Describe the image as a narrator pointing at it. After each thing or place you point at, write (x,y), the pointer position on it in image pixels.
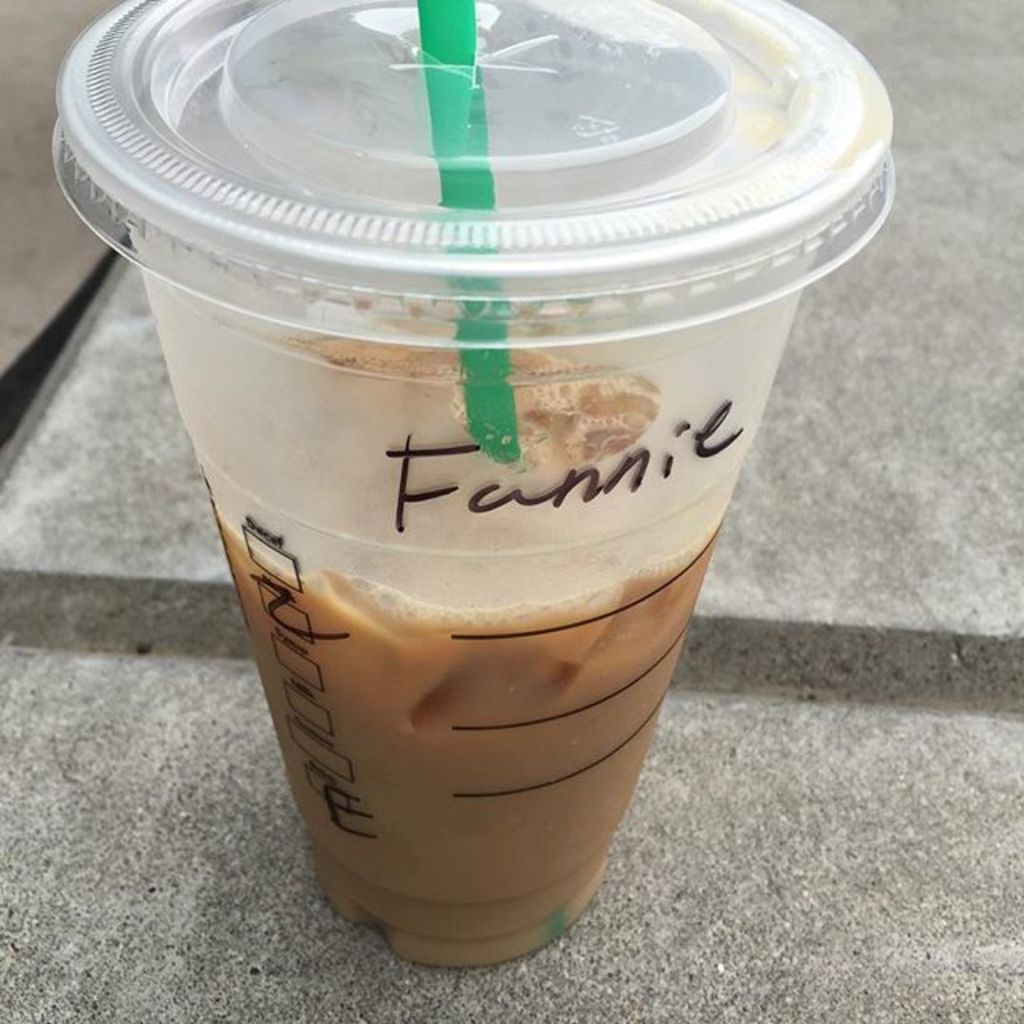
In this picture we can see a glass of drink (453,571) and a straw (480,322) in the front (492,307), there is some text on this glass (599,443).
